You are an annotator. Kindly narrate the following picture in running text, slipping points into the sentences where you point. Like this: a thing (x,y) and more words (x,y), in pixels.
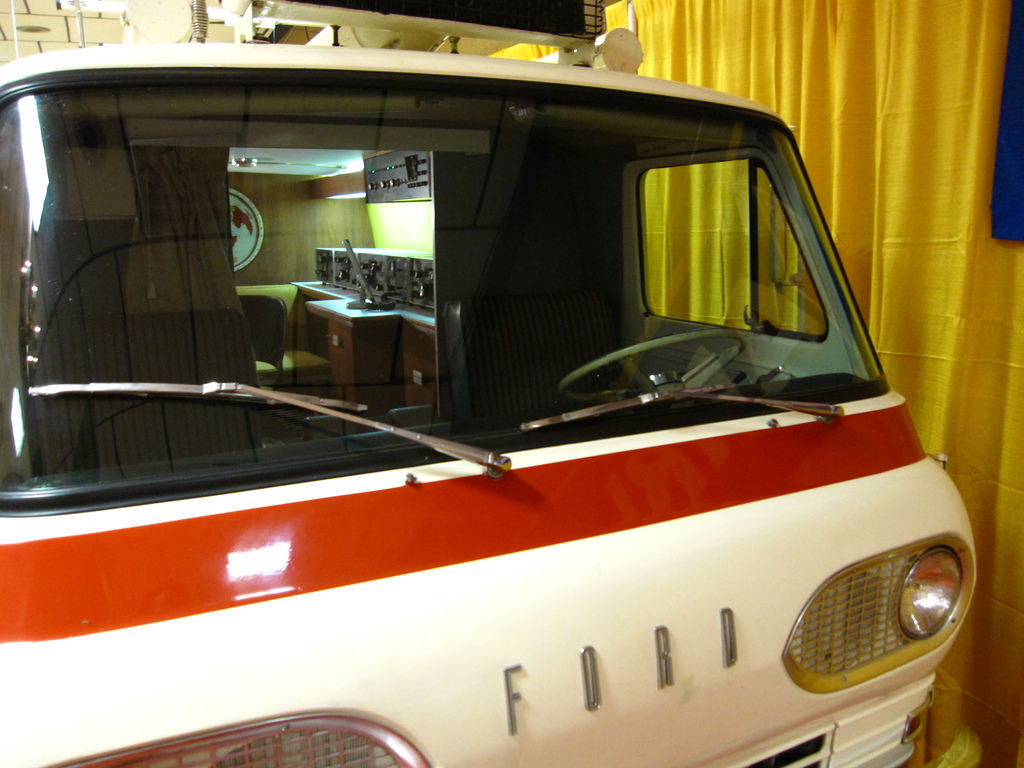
In this image we can see a vehicle (519,397) and through the glass (514,167) of the vehicle (394,236) we can see the table (332,300), wall (311,222), ceiling (271,167) and also some other objects (364,254). On the right (842,92) we can see the yellow color curtain (872,100). We can also see the ceiling (64,36) with the light (105,6).
